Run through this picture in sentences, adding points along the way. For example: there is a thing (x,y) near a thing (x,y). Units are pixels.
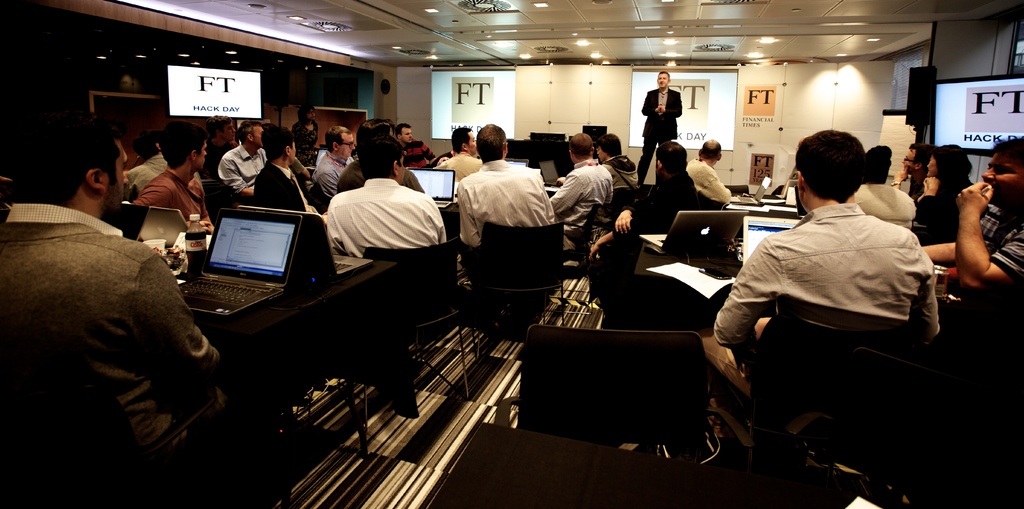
In this image we can see a group of people (633,256) sitting. In front of the people (202,364) there are tables (216,322). On the tables (269,332) there are laptops (207,263), bottle (200,254) and a paper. In front of the people (604,142) there is a man (663,110) standing. Behind the man (675,101) there are some projector screens (691,101). At the top of the image (668,43) there are ceiling lights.
